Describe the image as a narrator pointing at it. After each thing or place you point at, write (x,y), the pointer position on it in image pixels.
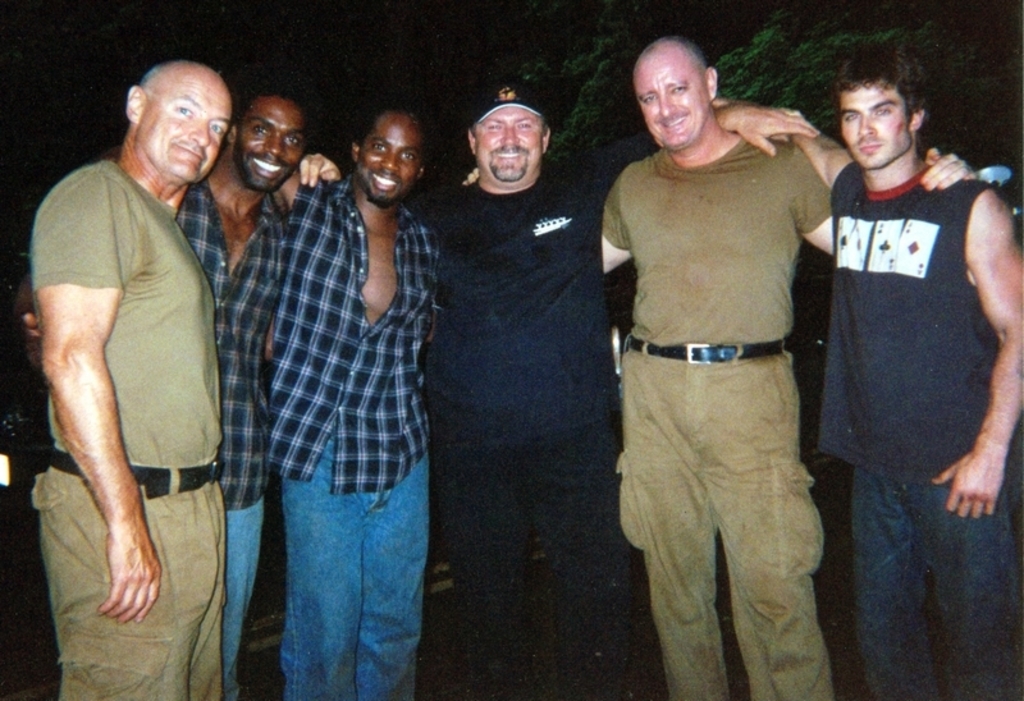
In this image, we can see some people (637,243) standing and they are smiling, in the background (599,75) there are some green color trees (584,41).
